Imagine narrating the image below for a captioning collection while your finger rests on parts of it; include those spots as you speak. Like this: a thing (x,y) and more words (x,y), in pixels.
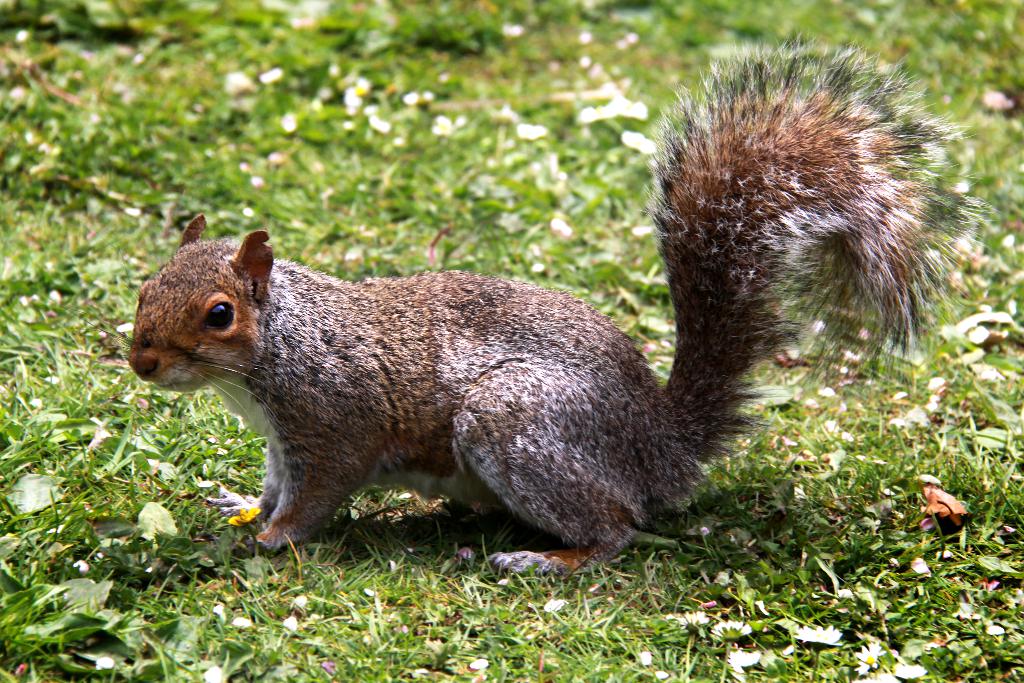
In the image there is a squirrel (569,392) standing on a grassland (952,388).
